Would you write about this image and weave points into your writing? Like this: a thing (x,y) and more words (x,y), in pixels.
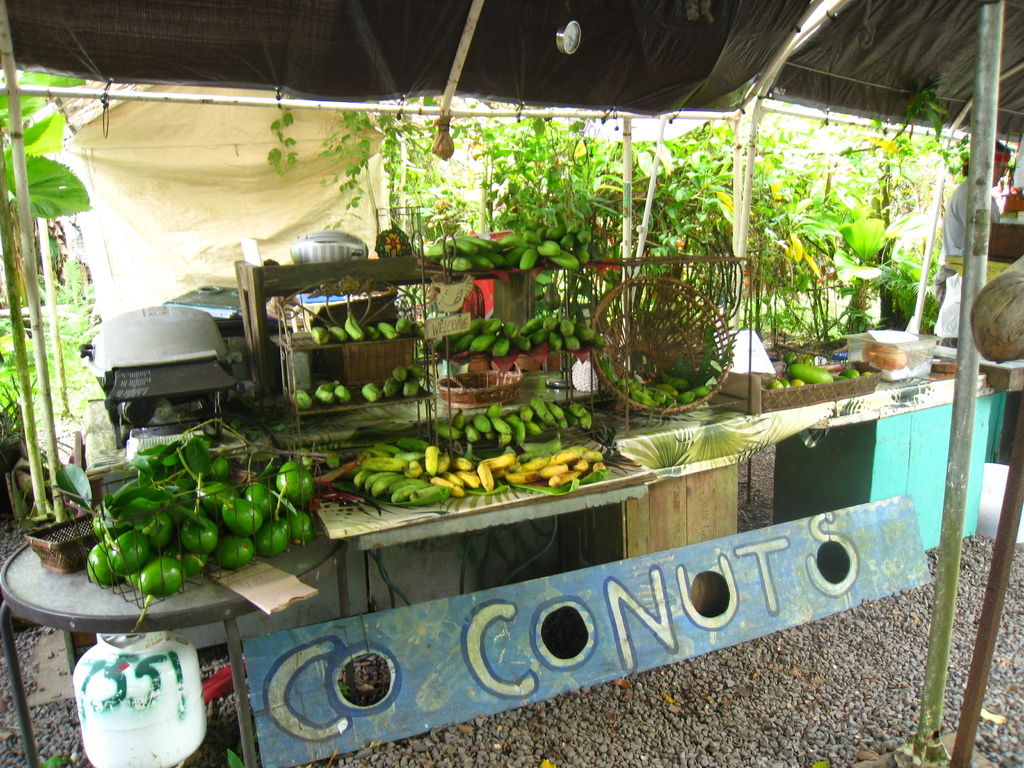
In this image I can see a tent (192,217), under the tent (487,21) I can see a bench (896,423), on bench (857,430) I can see baskets (693,313) and fruits (399,475), bowls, in front of the bench (85,577) there is a board (672,643), on the board (492,680) there is a text (536,627) and under the bench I can see white color cans (147,711) on the floor (2,718) on the left side (150,725), there are some trees (426,199) visible back side of tent (973,201) and there is a person (959,214) visible on the right side (993,214).
